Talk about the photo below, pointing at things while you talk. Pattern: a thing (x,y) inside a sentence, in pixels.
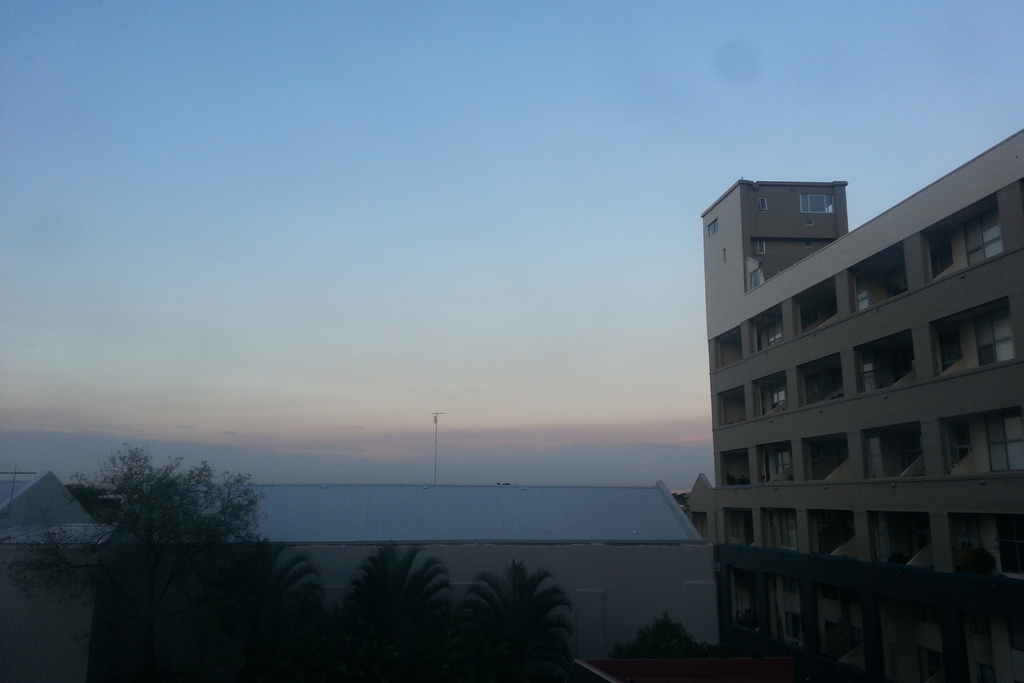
In this image I can see few buildings (734,462), windows (815,209), trees (536,615), pole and the sky (450,288).
